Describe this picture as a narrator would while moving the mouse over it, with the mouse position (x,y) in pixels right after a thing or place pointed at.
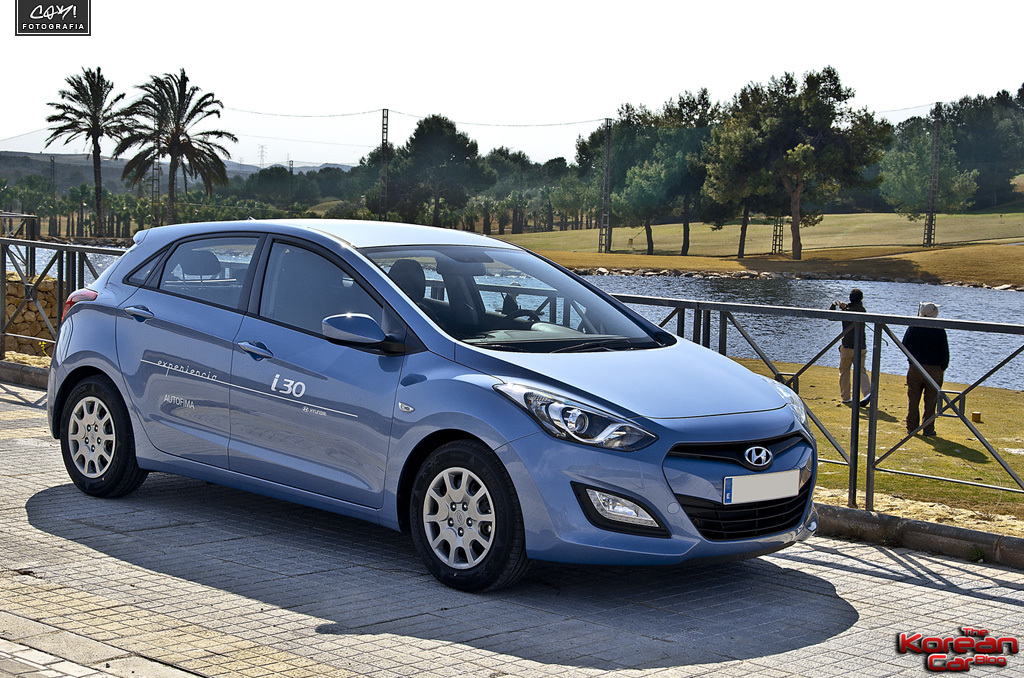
This picture is clicked outside. In the center (463,323) we can see a car (219,384) parked on the ground (795,557) and we can see the two persons (941,342) seems to be walking on the ground (973,448) and we can see the metal rods (38,309), rocks (54,306), green grass (839,405), water body (801,325), trees (687,229) and we can see the sky (165,49), cables (379,108) and many other objects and we can see the watermarks (80,34) on the image.
